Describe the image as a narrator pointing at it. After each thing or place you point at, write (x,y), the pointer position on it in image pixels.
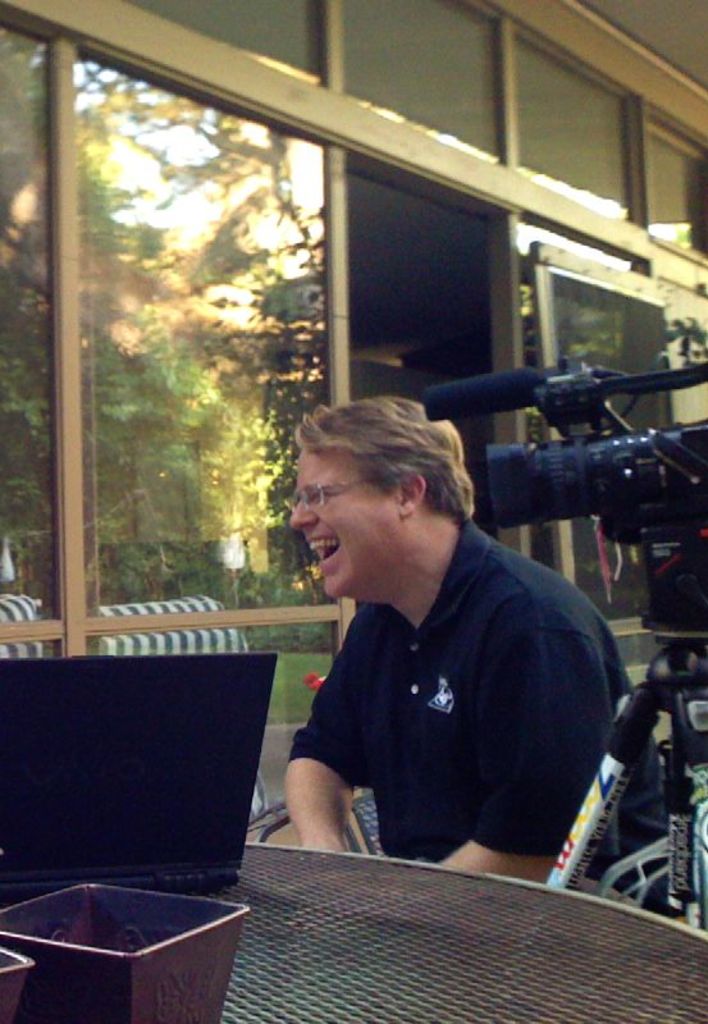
There is a person (444,681) sitting on a chair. He is smiling and he has spectacles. Here we can see a table (393,1003), laptop (78,753), bowl (137,943), and a camera (551,482). In the background (215,216) we can see glasses (208,546), and trees (135,355).
